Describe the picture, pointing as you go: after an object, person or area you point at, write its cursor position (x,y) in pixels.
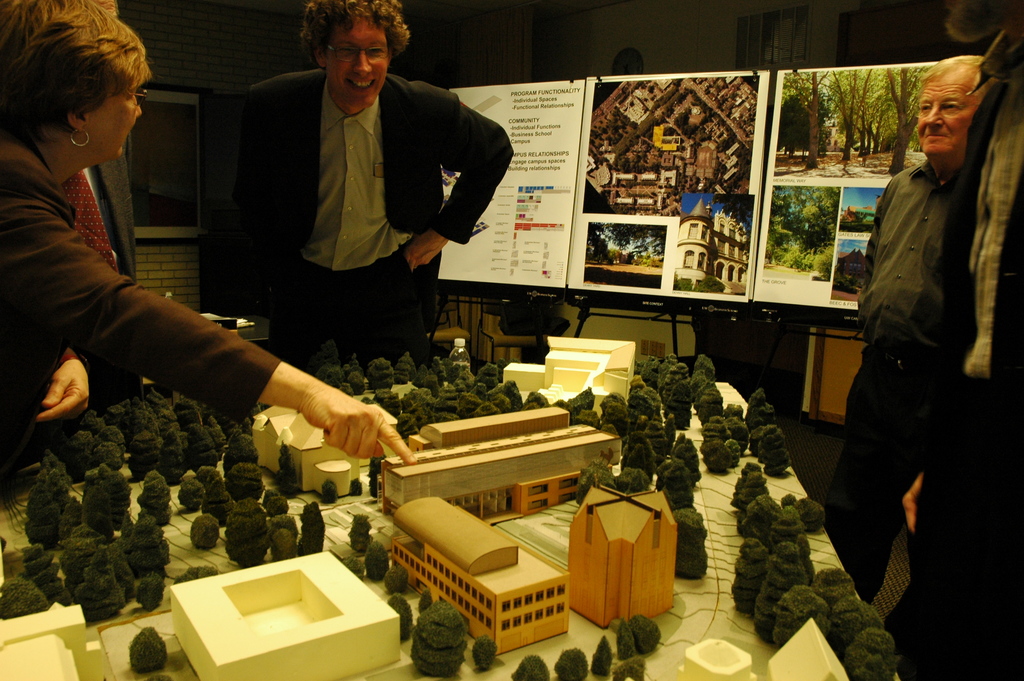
In the center of the image (609,363) we can see the small buildings (467,563), trees (405,398), bottle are present. On the left (99,212) and right side of the image (1006,320) some persons (94,345) are standing. In the middle of the image (611,234) boards (659,186) are there. At the top of the image (656,50) wall (659,36) is present. At the bottom of the image (895,570) floor (893,586) is there. In the middle of the image (454,329) chair (503,316) is present.
